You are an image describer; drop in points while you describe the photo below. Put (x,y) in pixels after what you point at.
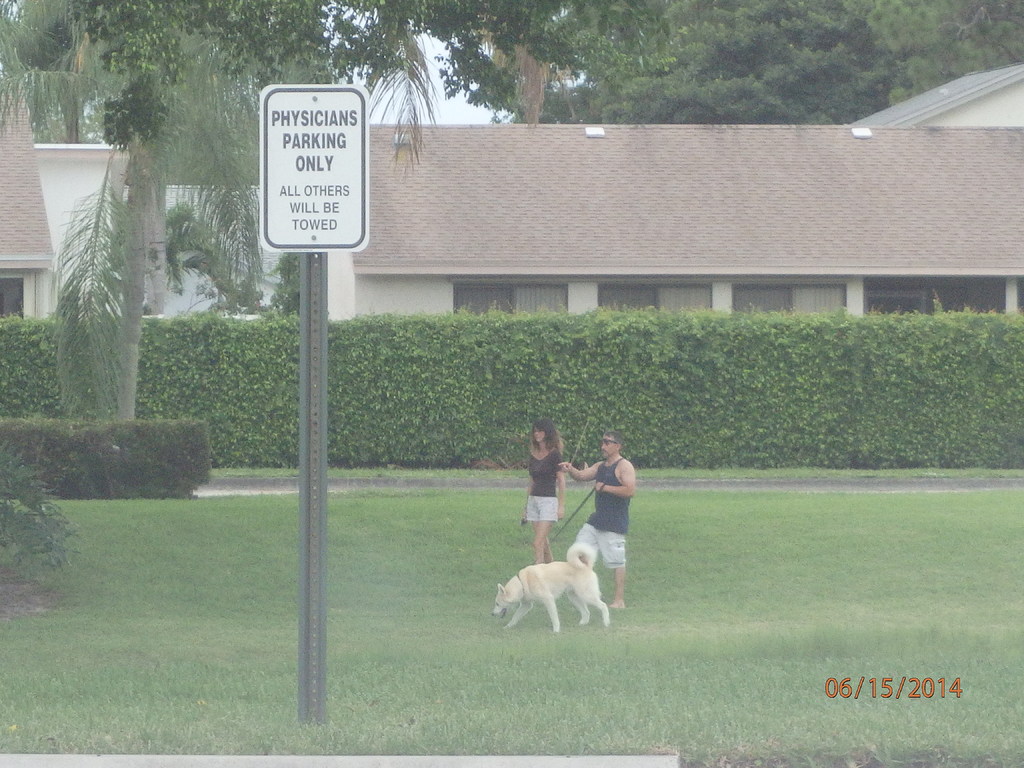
In this picture we can see a man (601,483) and a woman (554,483) walking, at the bottom (619,685) there is grass (526,667), we can see a dog (571,573) in front of the person (616,513), in the background (771,394) there are houses (544,209) trees (103,39) and shrubs (739,339), there is a pole (305,556) and a board (317,186) in the front (329,179), we can see the sky (435,78) at the top of the picture (420,41).
